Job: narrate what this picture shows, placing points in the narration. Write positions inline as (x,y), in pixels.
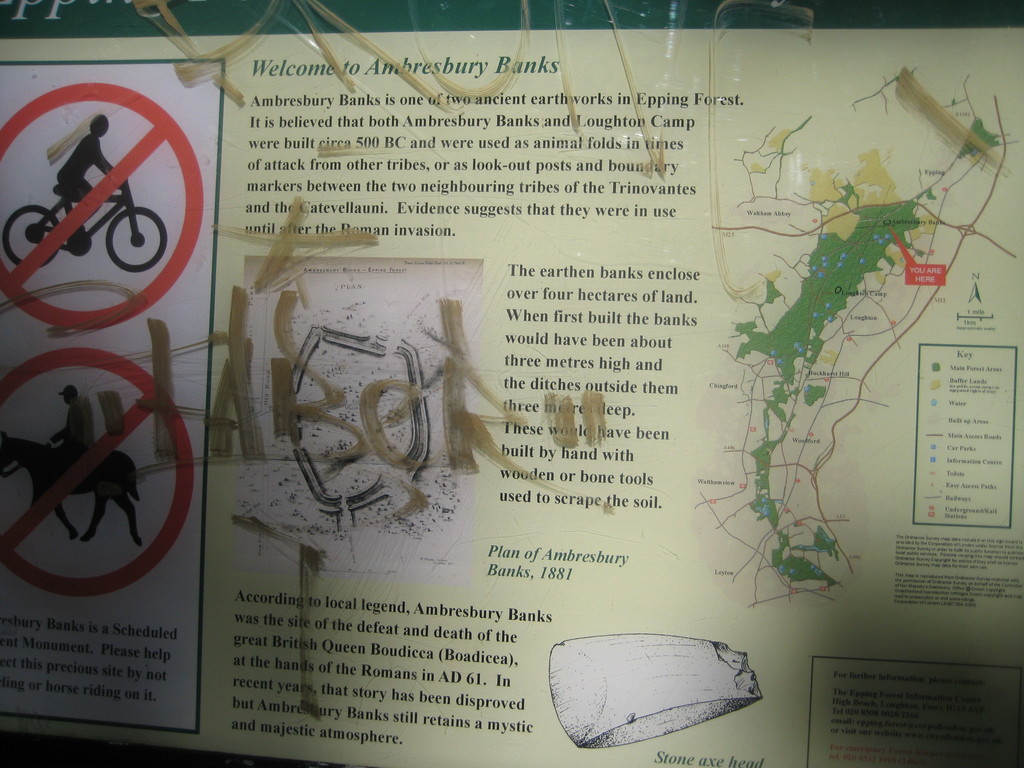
In this image we can see a poster (690,532) with signs (112,360). Also something is written on that. And there is a map (786,387) on that.
